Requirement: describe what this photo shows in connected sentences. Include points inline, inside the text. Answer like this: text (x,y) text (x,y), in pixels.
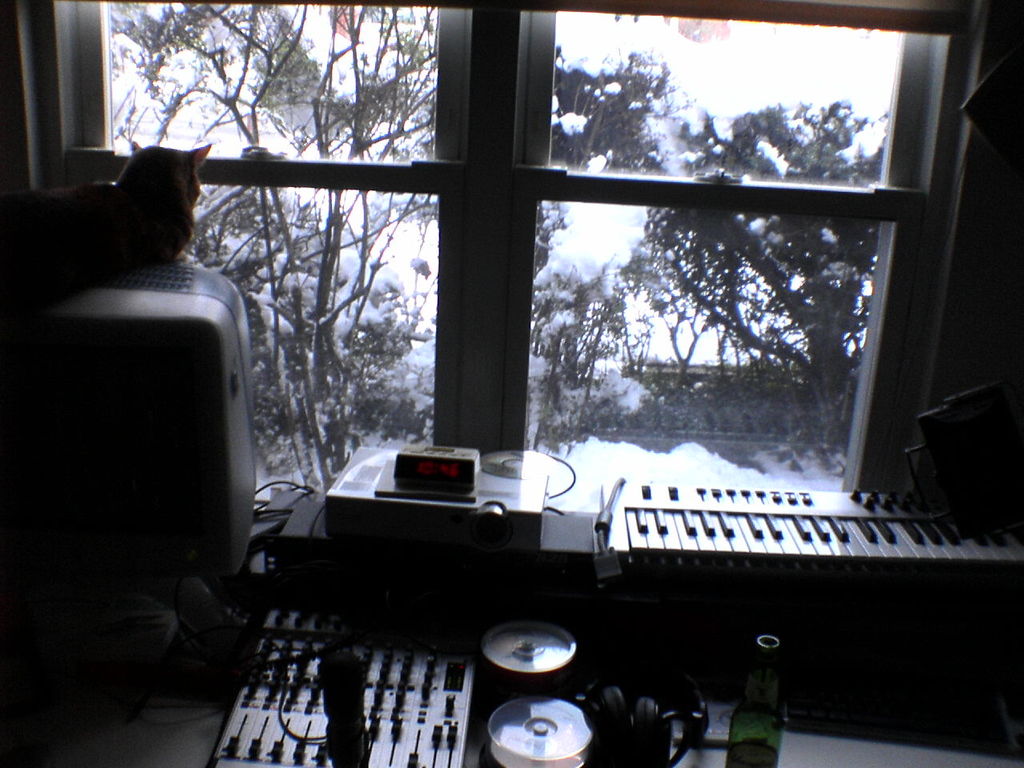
In the foreground (748,552) I can see a table (729,638), bottle (731,728), musical instruments (367,637) and a cat (191,200) is sitting on a machine (203,460). In the background (347,163) I can see a window (652,134) and trees (388,204). This image is taken may be in a room (929,667).
